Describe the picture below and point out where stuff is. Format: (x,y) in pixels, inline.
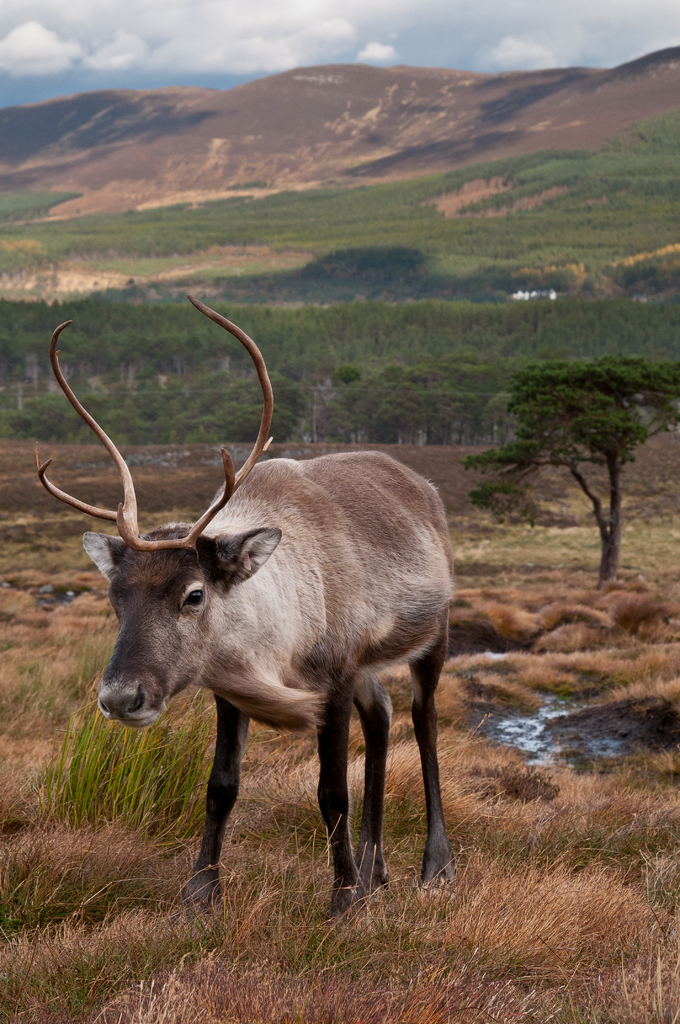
In this picture we can see an animal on the grass (416,868). In the background of the image (423,287) we can see trees (4,319), hill (427,118) and sky (434,28) with clouds (630,49).
